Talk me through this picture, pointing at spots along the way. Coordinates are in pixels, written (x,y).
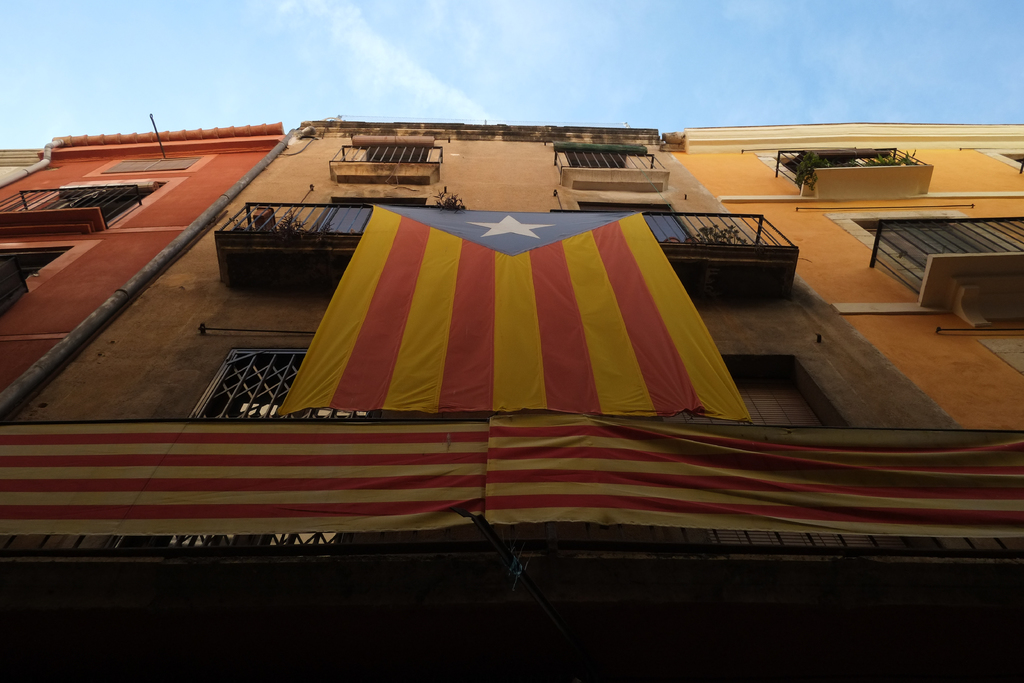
In this image we can see buildings (691,177), a pipe (178,247) attached to the building (263,203), flags (467,349) to the building (548,203) and the sky (483,64) in the background (746,35).
